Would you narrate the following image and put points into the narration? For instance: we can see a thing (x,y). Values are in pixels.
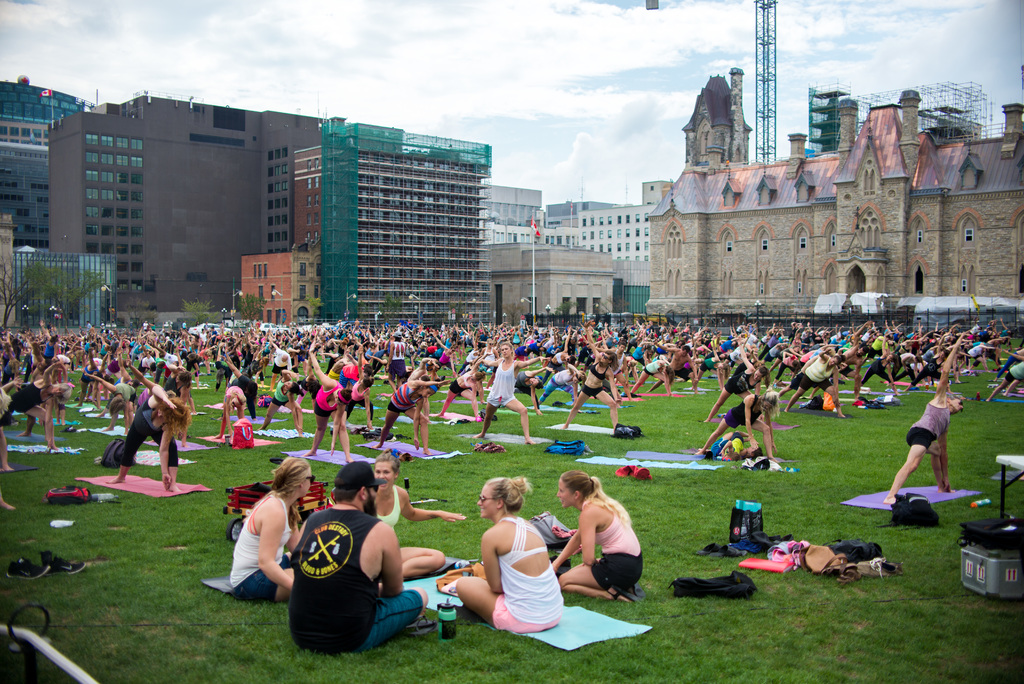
In this image we can see many persons (508,390) standing on the grass (694,425). At the bottom of the image (211,515) we can see grass (664,585) and persons (435,565). In the background (549,233) we can see flag (535,233), pole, buildings (761,249), trees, tower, sky (461,53) and clouds (476,50).
